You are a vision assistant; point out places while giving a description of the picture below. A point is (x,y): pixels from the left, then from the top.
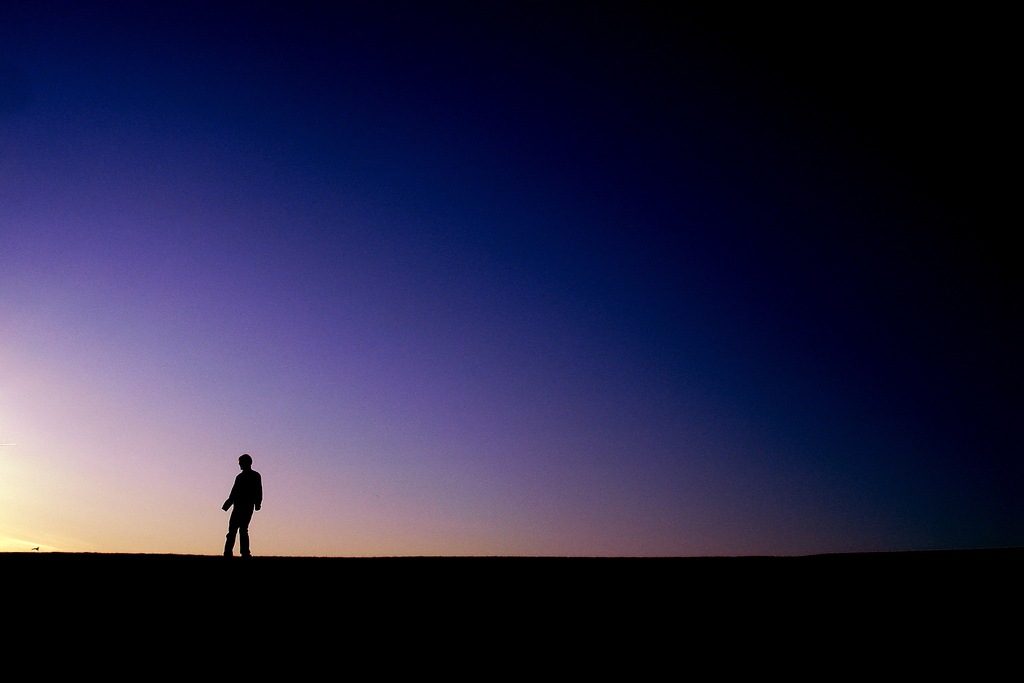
In this image I can see a person (234,514) standing. In the background (467,271), I can see the multiple colors.
